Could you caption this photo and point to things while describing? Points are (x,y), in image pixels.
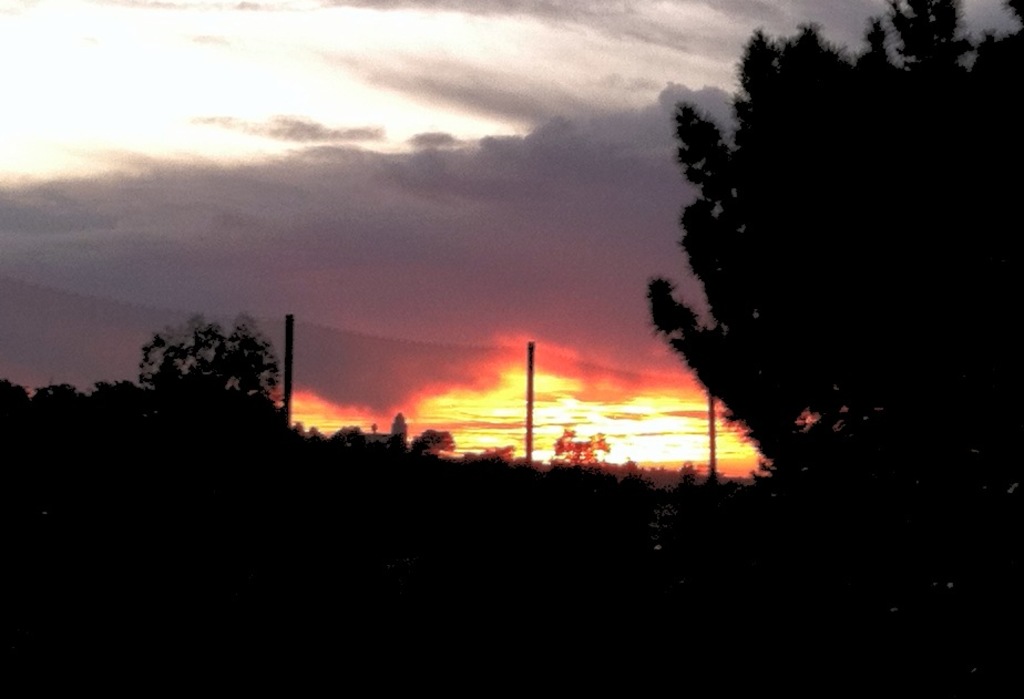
In this image we can see many trees (743,402). On the left (62,317) there is a hill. We can also see the poles (289,383) and at the top (365,166) there is a cloudy sky (360,120).
